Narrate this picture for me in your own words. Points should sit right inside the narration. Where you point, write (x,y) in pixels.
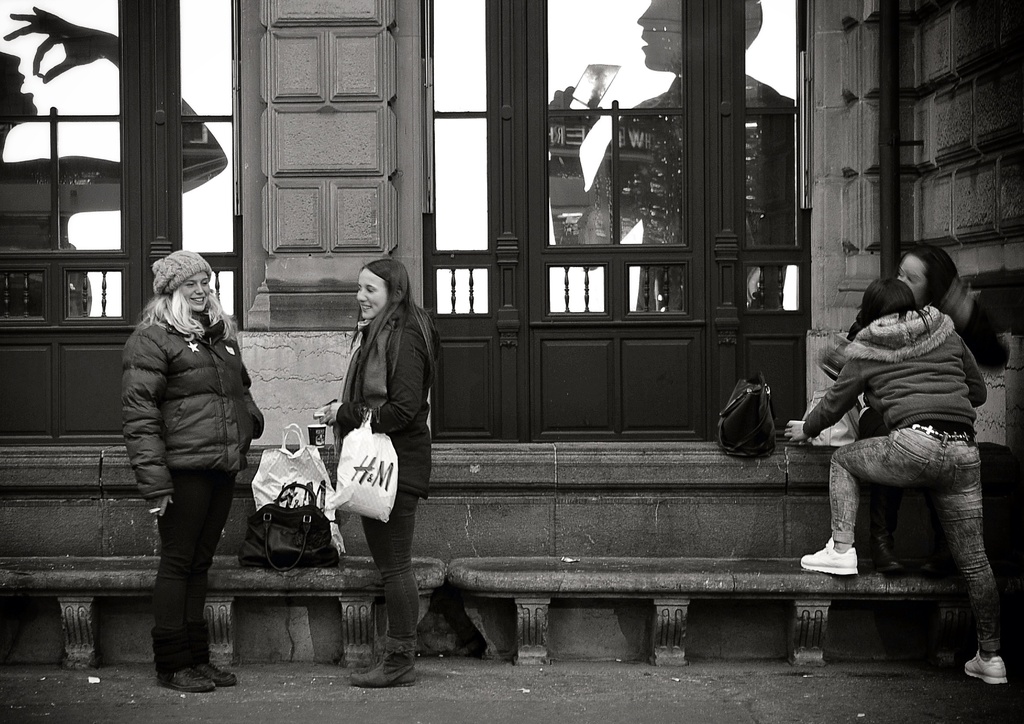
In this picture I can see four persons (412,428), there are bags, benches (626,562), a building (286,112), there are posters (203,153) of two persons (15,63) holding objects (590,98).
